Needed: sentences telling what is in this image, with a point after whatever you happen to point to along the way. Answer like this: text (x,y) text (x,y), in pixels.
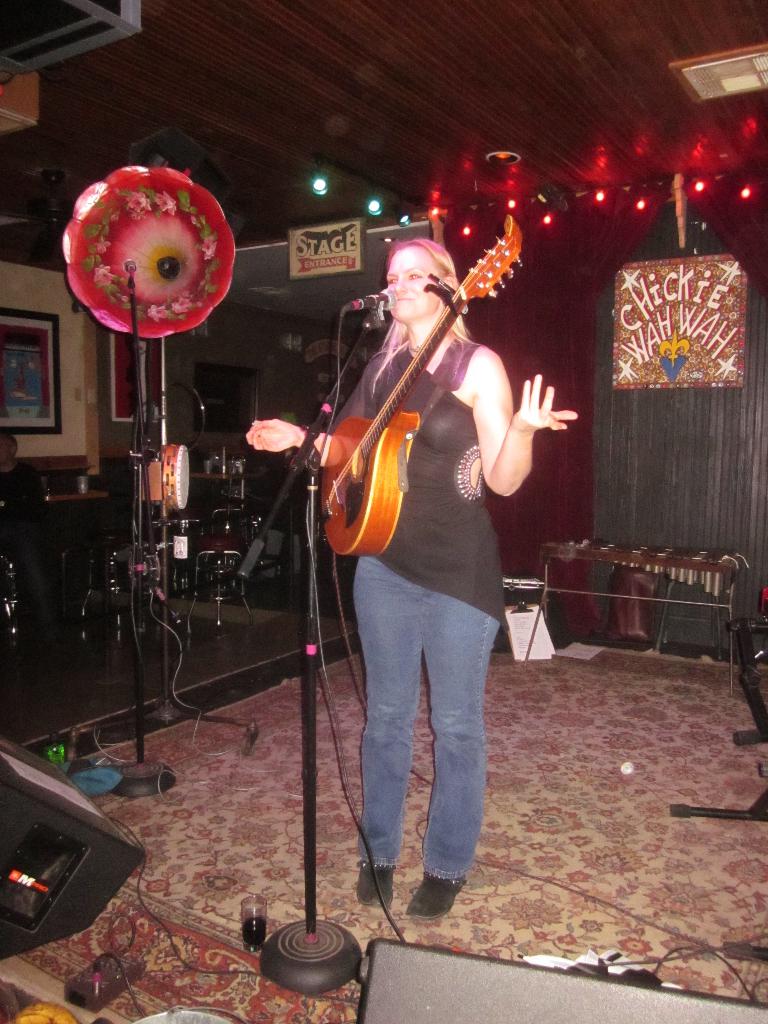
This is the picture of a lady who is in black top (405,524) and blue jeans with a guitar (352,470) and standing in front of a mike (318,425) and behind her there is a stool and some lights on the roof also a speaker (97,820) in front of her.
